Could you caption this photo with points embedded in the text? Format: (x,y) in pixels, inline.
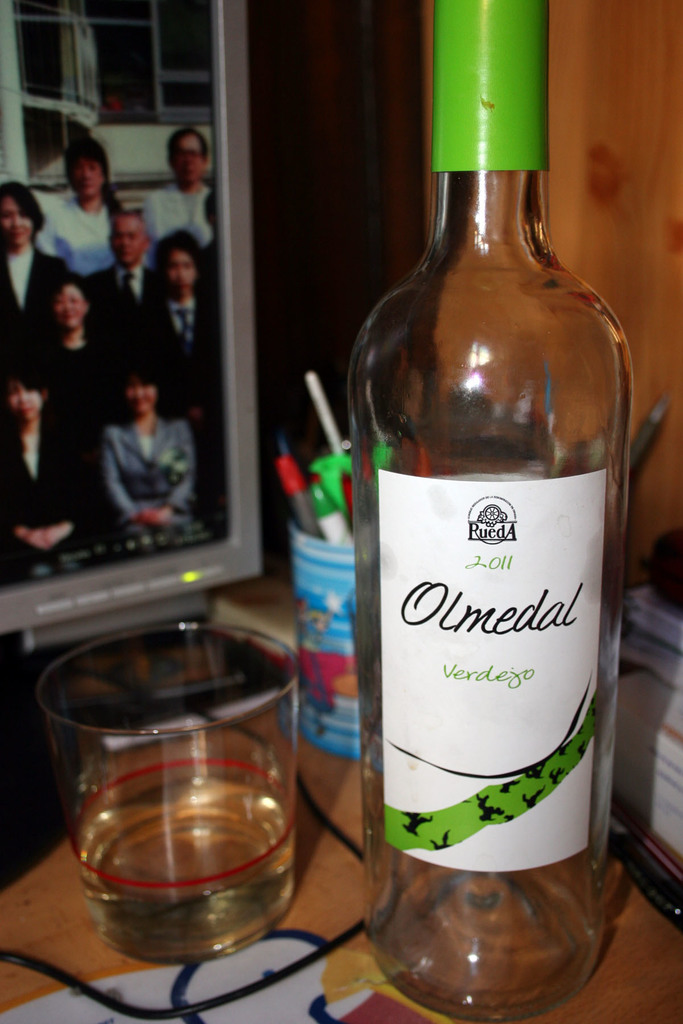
In this image I can see a bottle (512,819) and one glass (161,788). On the right side of this image (652,724) there are some books (652,730). On the left top of the image (93,207) there is a screen (137,335).
